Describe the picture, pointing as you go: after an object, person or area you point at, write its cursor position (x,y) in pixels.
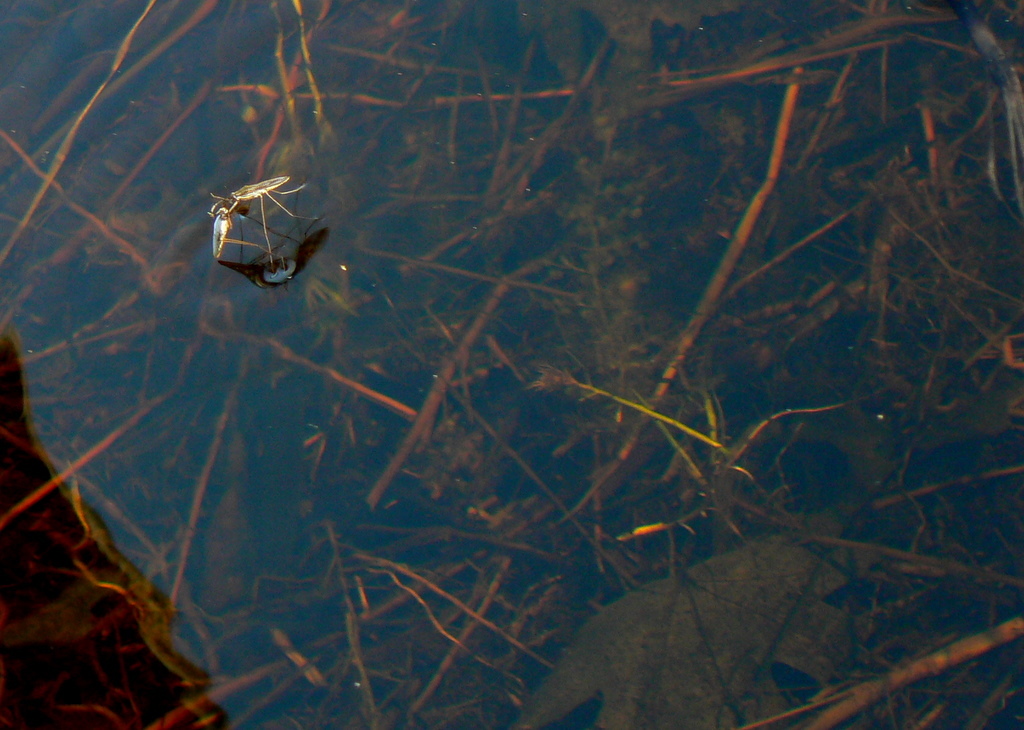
In this image we can see insect (229,229) in a water (385,391). In the background (497,422) we can see water (496,422).
